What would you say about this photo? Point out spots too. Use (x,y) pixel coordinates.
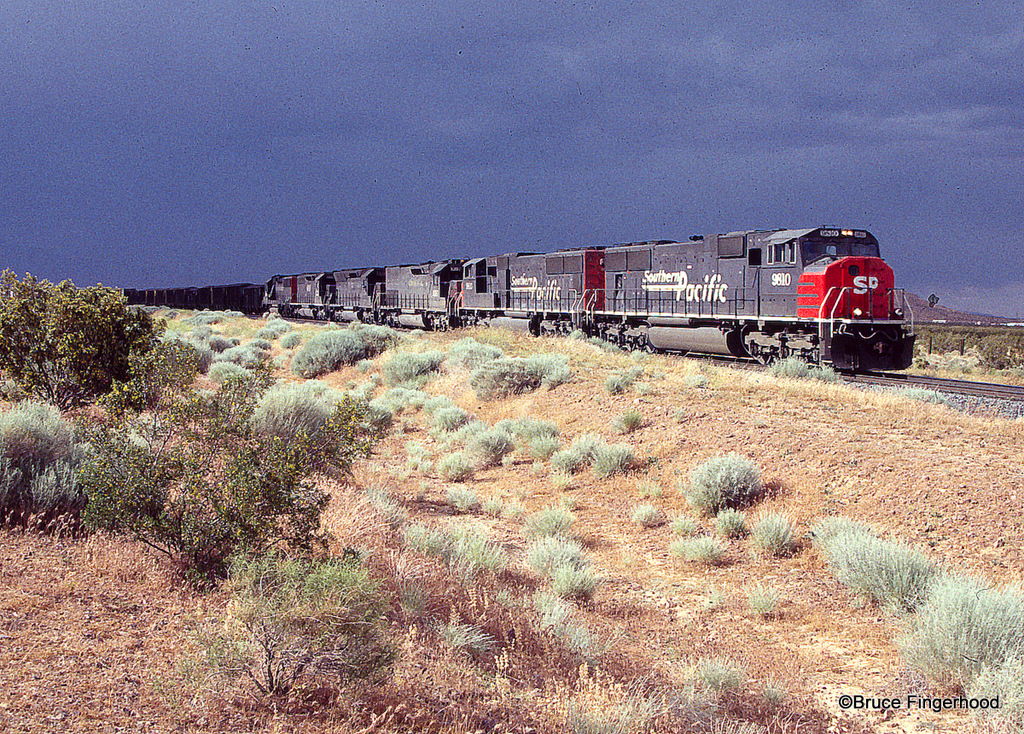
In this image I can see on the left side (228,458) there are trees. In the middle (622,282) a train (695,309) is moving on the railway track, it is in black color, at the top (534,91) it is the cloudy sky (511,94).
